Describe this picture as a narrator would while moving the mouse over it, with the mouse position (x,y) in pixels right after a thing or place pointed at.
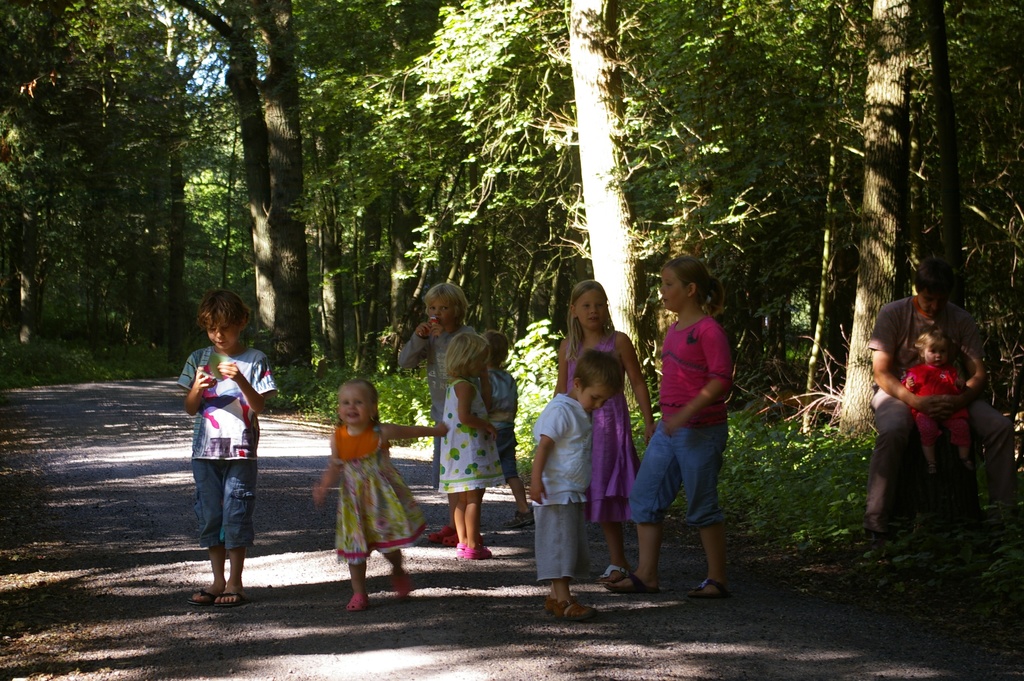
In this picture I can see the road (523,640) in front (300,676), on which there are few people (634,507) and in the background (214,110) I can see number of trees (393,219). On the right side of this image (987,529), I can see the plants (930,538) and I can see a person (895,345) sitting and holding a child (925,372).
